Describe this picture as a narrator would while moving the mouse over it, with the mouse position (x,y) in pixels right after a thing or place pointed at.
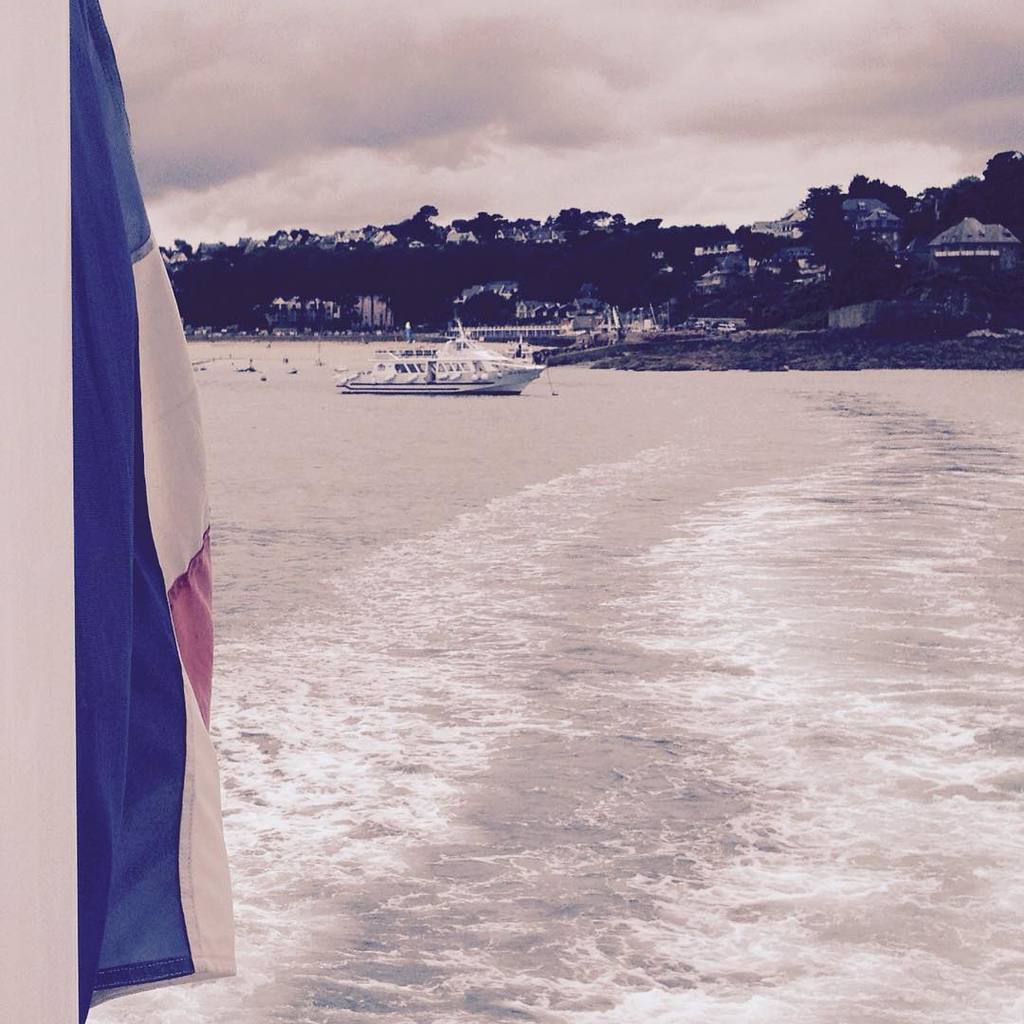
In this image we can see a ship (457,345) on the water (665,503) and there are some buildings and trees (898,325) in the background (600,316). On the left side of the image (103,246) we can see an object (124,326) which looks like a flag (82,1010) and at the top (931,88) we can see the cloudy sky (822,115).
